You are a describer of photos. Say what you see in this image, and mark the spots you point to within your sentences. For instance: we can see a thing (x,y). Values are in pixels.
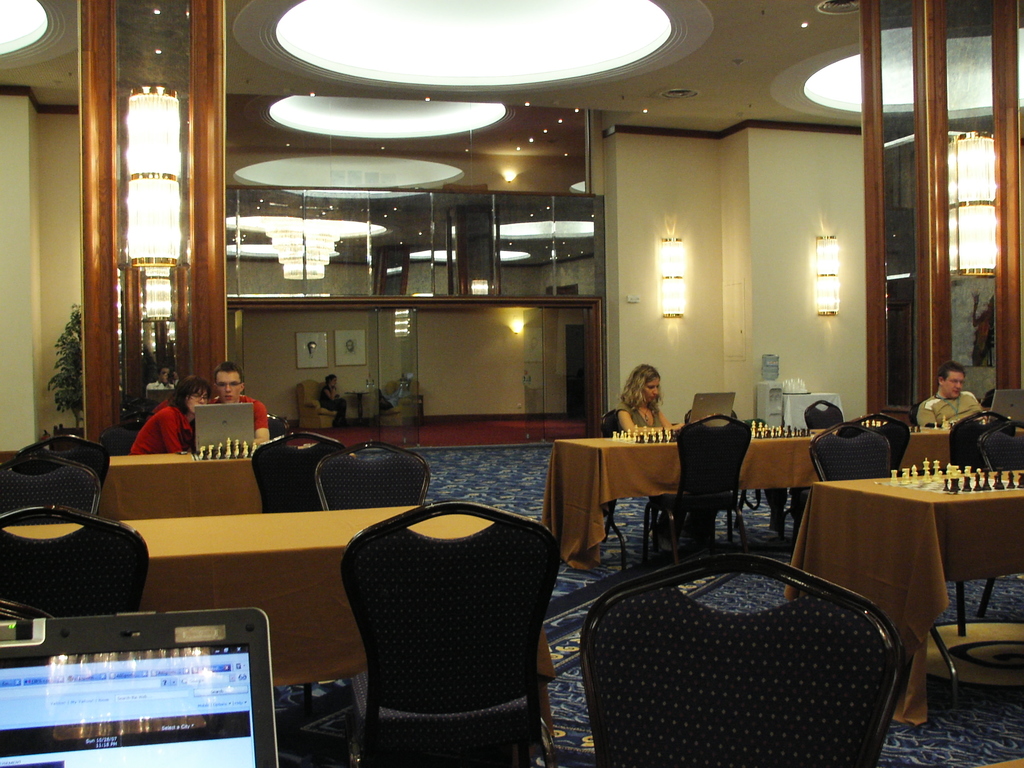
Bottom left side of the image (5,593) there are some tables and chairs (369,600) and two persons (239,385) sitting on chairs (135,425) and looking in to a laptop (231,413). Bottom right side of the image (856,577) there are some tables (970,574) and chairs (703,432) on the tables (660,444) there are some chess boards (938,468) and there are two persons (939,403) sitting and looking in to laptops (1013,393). Behind them there is a wall (808,279) on the wall (797,239) there are two lights (819,255). Top of the image (718,118) there is a roof (563,68) and lights (644,50). In the middle of the image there is a chair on the chair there is a person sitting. Top left side of the image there is a plant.
